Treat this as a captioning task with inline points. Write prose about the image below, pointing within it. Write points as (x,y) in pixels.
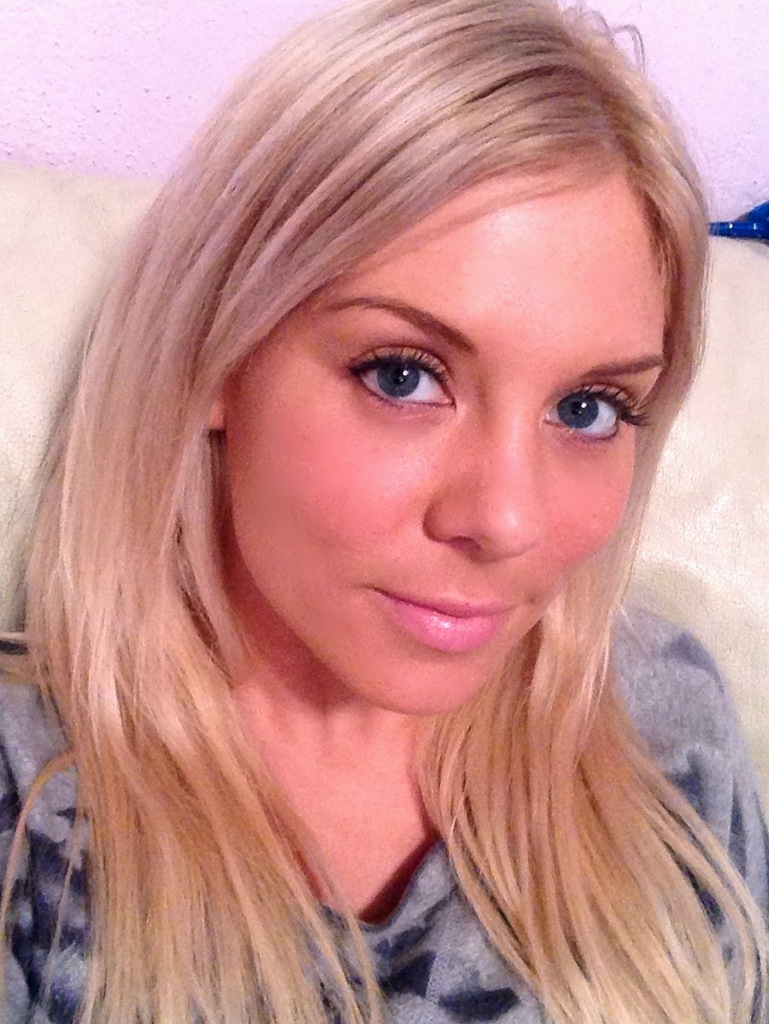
There is a lady (303,541) smiling. In the back (60,135) there is a wall (731,50).
